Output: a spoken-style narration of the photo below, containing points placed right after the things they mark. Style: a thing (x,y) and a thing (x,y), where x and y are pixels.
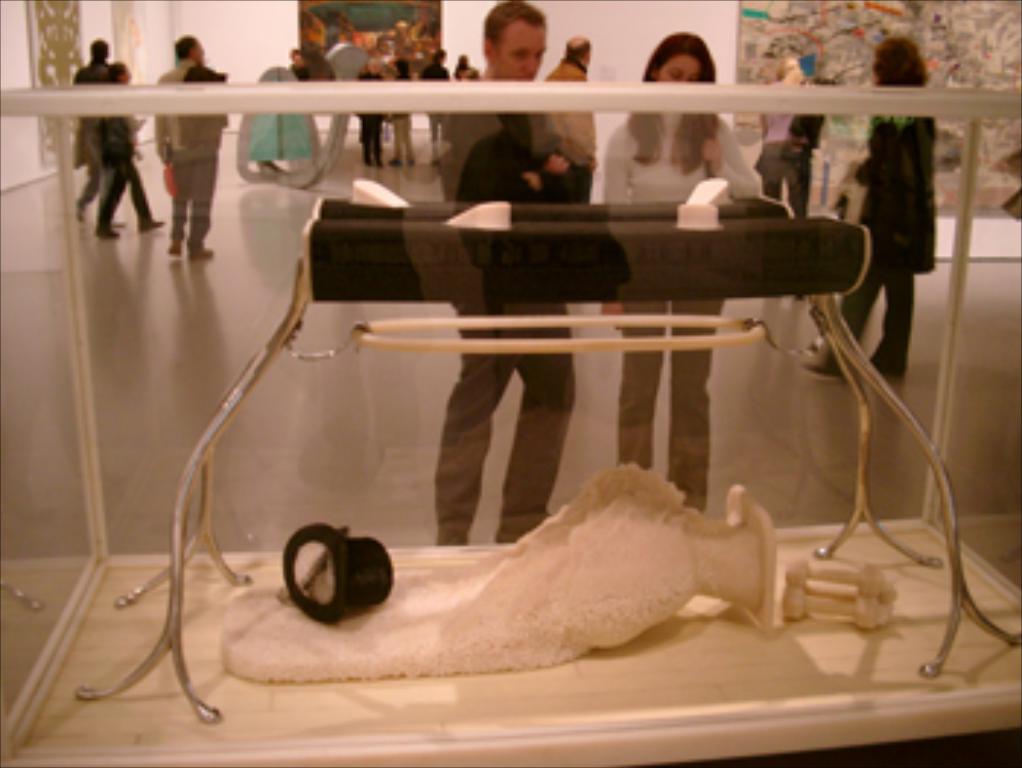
In this image in the foreground (265,304) there is one glass box (147,477) in that box (226,458) there is one stool (290,319), and some items (486,614). In the background (543,149) there are some people (508,144) who are standing and watching that glass box (466,99), and also there are some people (182,65) who are walking and there are some paintings (380,19).
